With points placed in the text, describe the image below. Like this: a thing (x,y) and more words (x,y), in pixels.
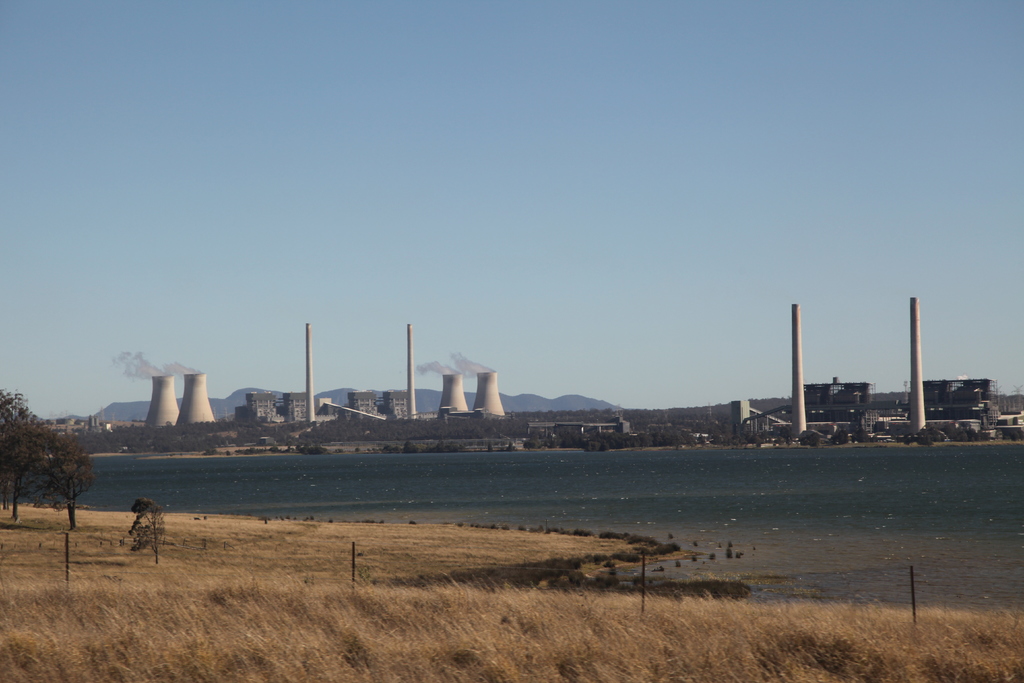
In the foreground (446,582) I can see grass (411,640), fence (355,571), trees (146,507), water (598,491). In the background (880,439) I can see power plants (447,376), mountains (438,397) and the sky (513,309). This image is taken may be during a day.
